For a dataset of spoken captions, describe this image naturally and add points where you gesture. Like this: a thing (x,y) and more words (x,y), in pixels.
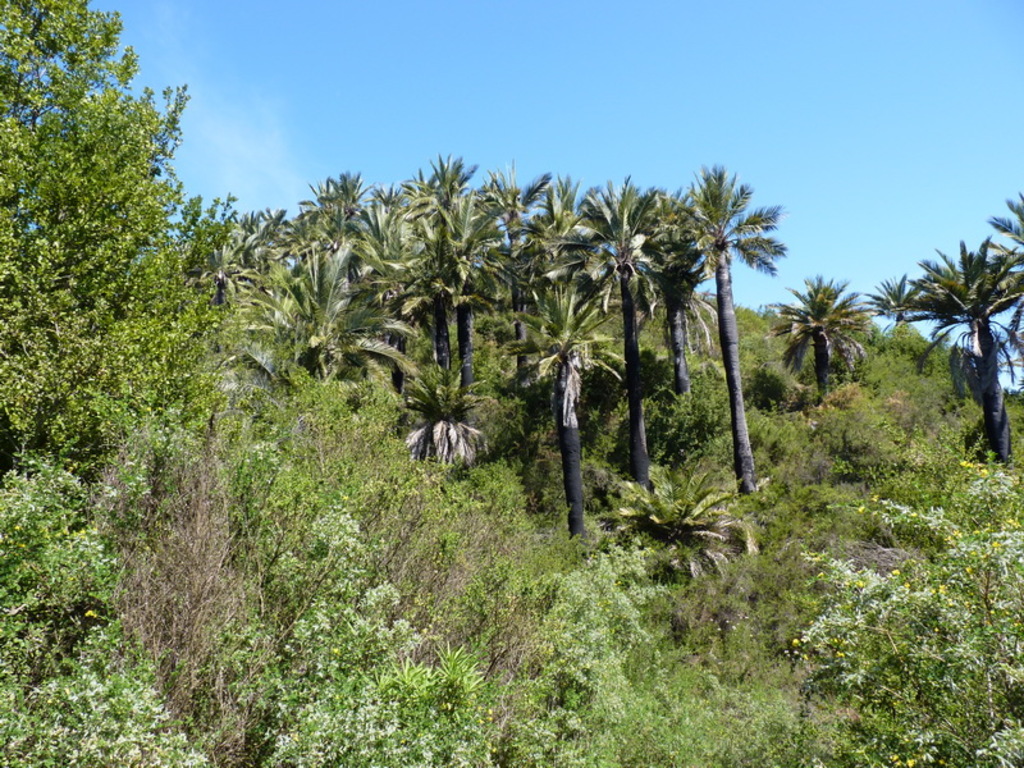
In this image there are trees (683,369) and plants (962,593).
